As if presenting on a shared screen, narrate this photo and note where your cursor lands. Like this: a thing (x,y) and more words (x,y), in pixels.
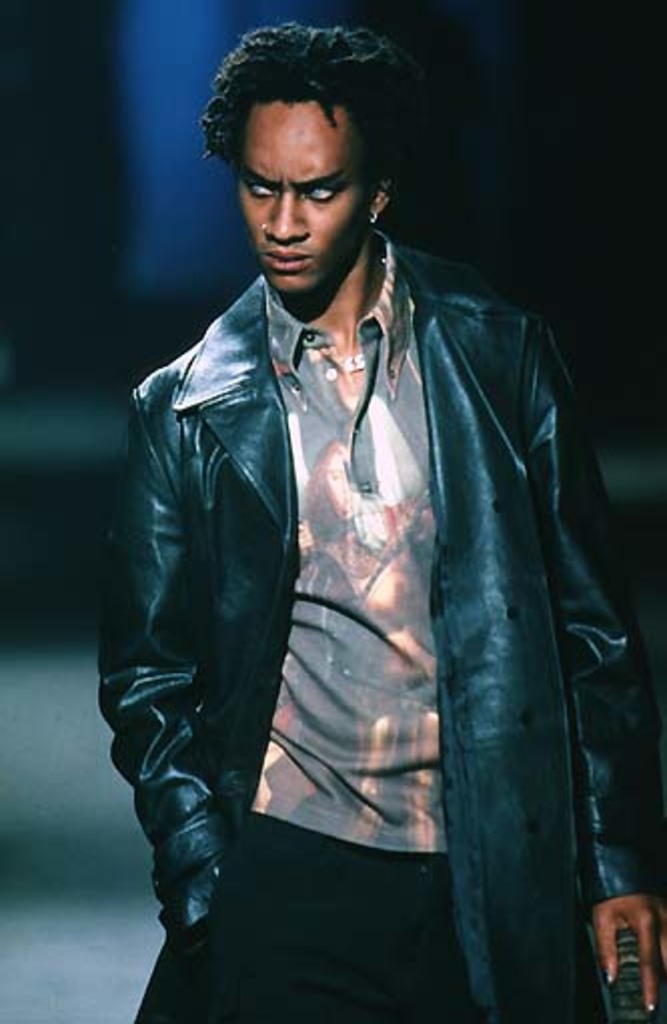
There is a person (280,115) in a jacket (196,424) standing. And the background (616,450) is blurred.
